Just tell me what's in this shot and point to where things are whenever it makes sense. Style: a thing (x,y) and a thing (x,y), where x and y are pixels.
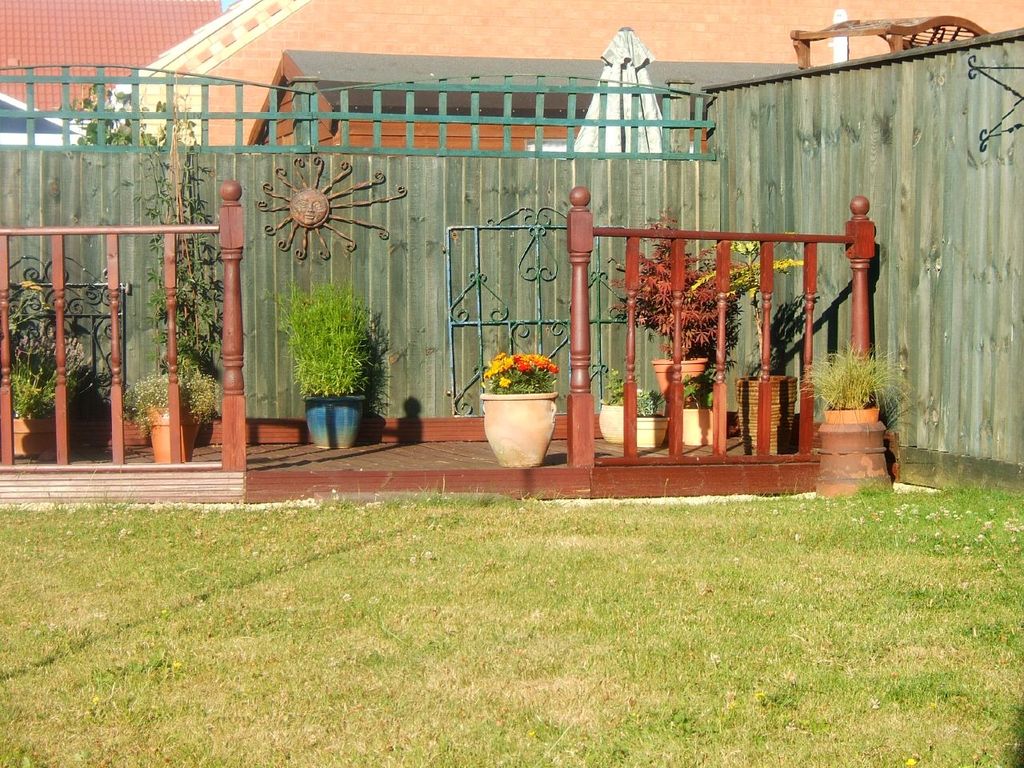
In this image I can see few plants (180,240) in green color and I can also see flowers (541,368) in orange and yellow color. Background (460,355) I can see the fencing (541,124), buildings (220,69) in brown and cream color and I can see few wooden objects (726,480).
